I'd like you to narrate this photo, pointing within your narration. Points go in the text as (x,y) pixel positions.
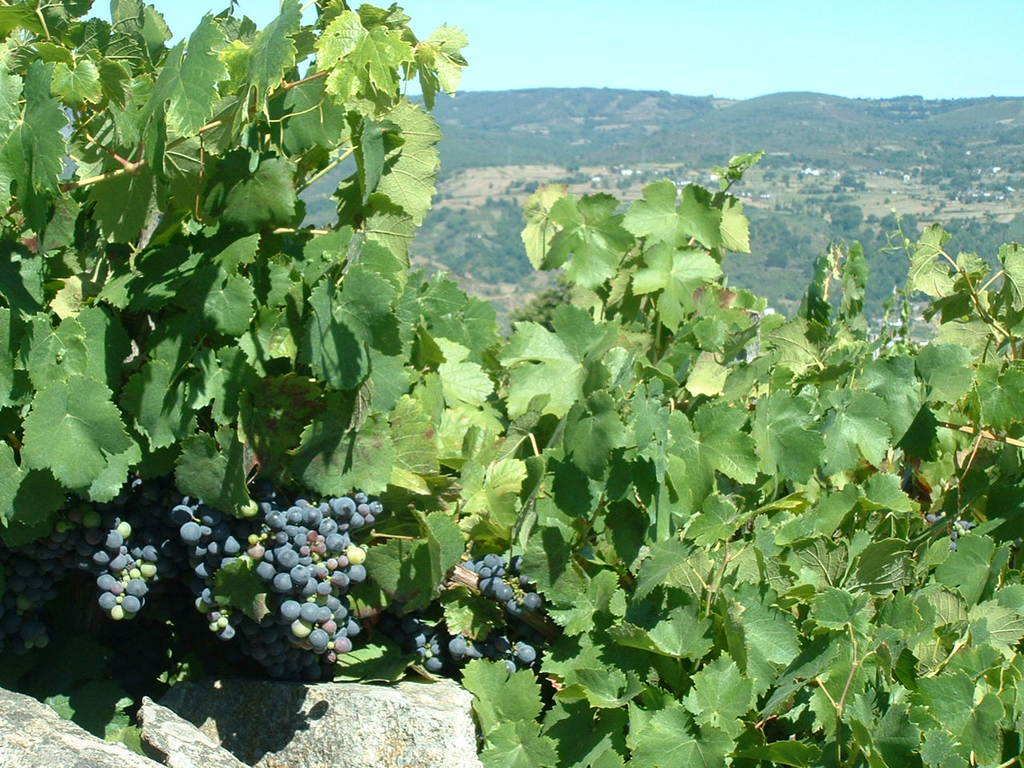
In this image I can see number of green colour leaves (581,345) and number of berries (311,566). In the background (492,294) I can see number of trees (968,138) and the sky (734,3).
